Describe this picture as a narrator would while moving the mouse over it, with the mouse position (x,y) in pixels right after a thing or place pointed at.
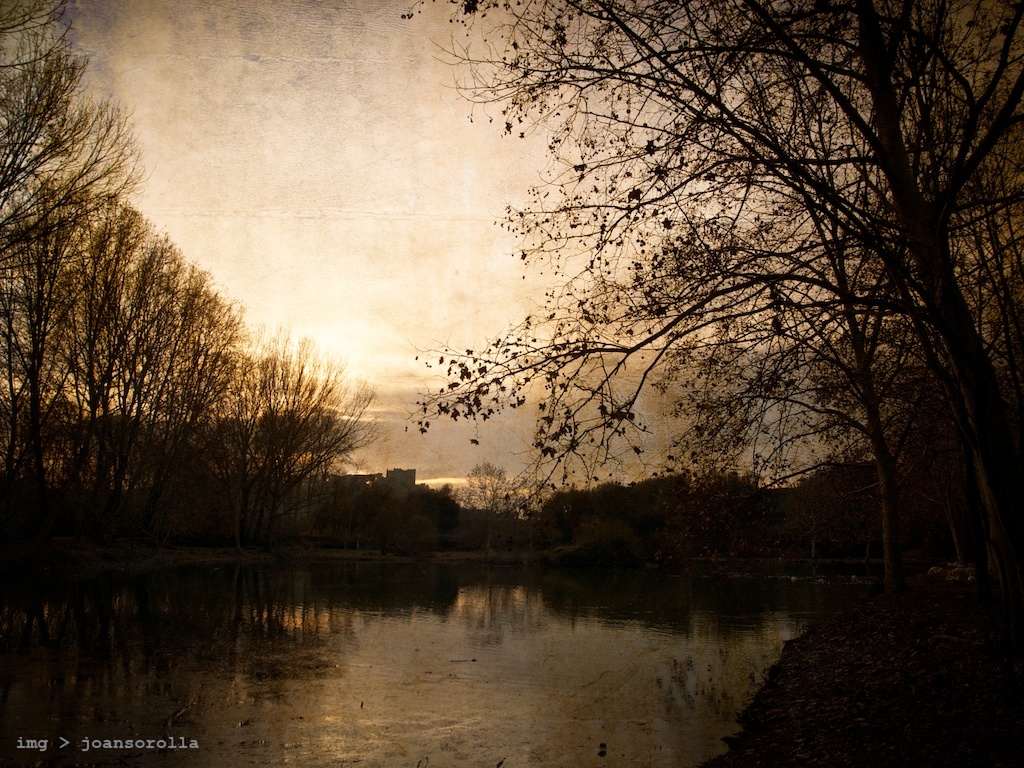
This picture is clicked outside. In the foreground (274,666) there is a water body (407,643) and we can see the plants (545,520) and trees (205,363). In the background (331,352) there is a sky (467,478) and some other objects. In the bottom left corner (120,743) there is a text (184,743) on the image.
